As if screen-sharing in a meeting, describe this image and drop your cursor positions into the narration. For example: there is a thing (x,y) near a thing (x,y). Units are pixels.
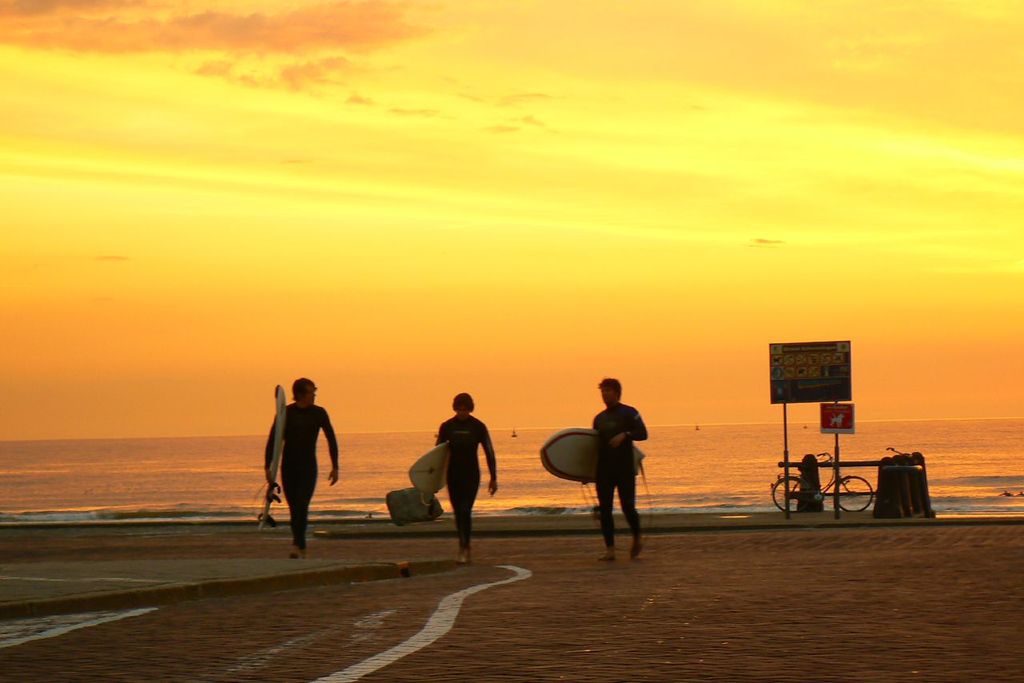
In this image we can see three persons (488,458) are carrying surfboards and walking. In the background (454,336) we can see sky (380,145), water (718,483), cycle (774,490) and a board (811,364).
